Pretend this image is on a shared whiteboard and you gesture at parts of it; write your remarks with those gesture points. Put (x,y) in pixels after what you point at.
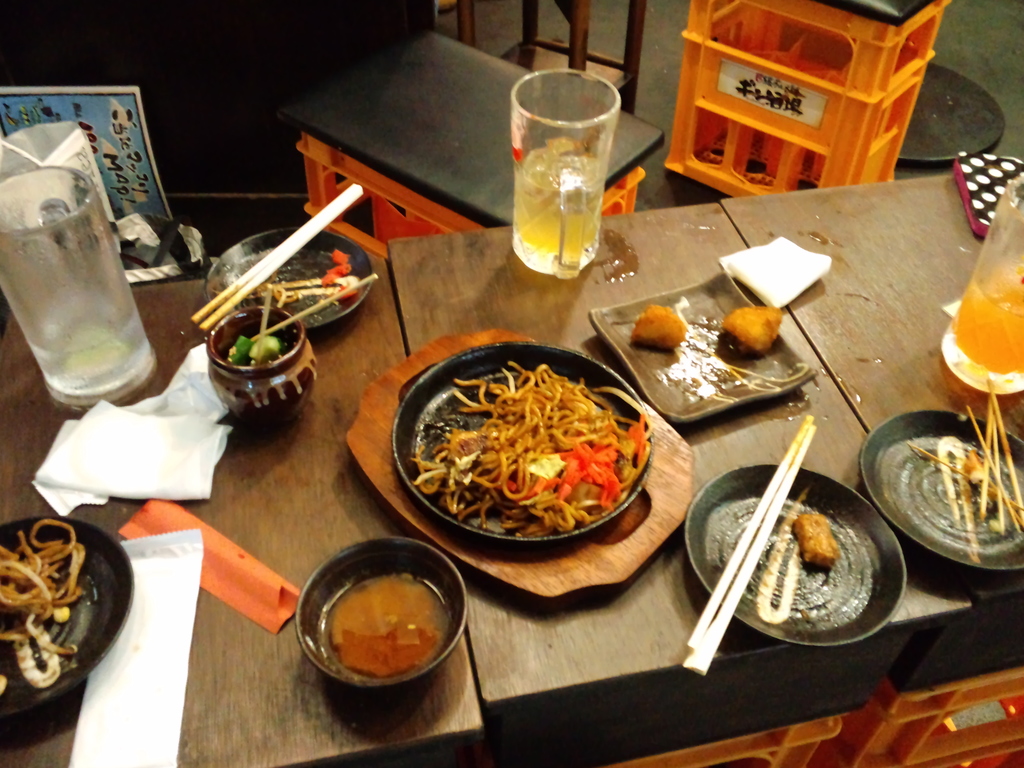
In this picture we can see table (673,211) and on table (694,222) we have bowl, plate (663,369), jar (236,394), chopstick (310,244), pot (297,356), glass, tissue paper (179,414) and some food (505,451) in it and aside to this we have poster (128,122) and stool (398,130).
